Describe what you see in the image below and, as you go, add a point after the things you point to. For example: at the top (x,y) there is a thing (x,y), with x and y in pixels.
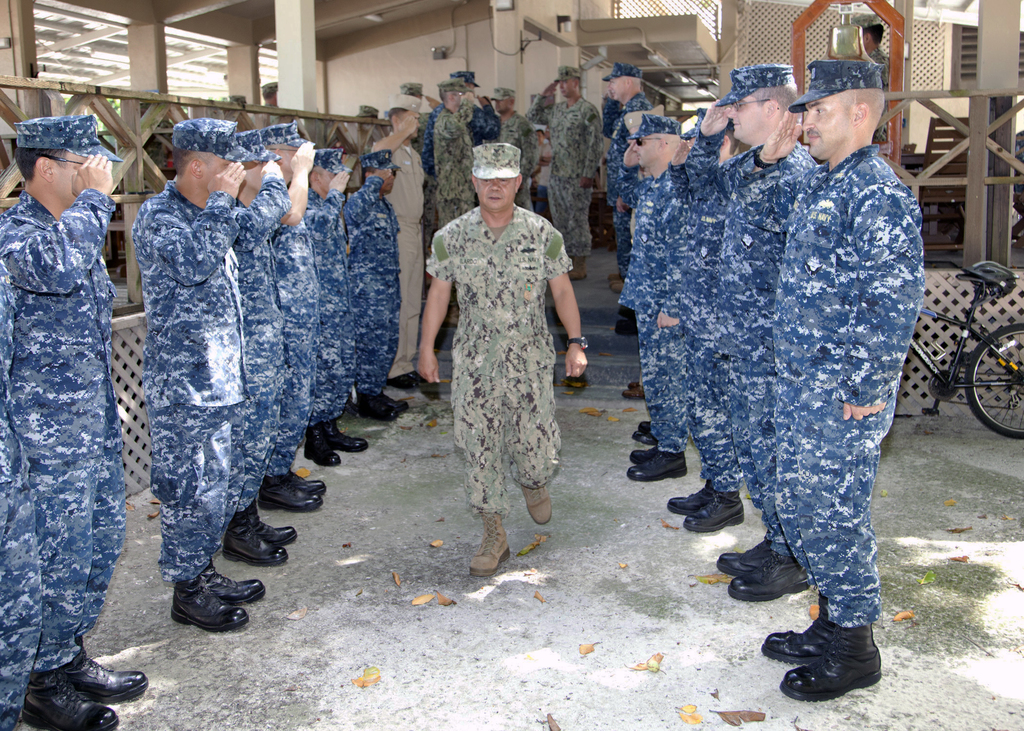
In this picture there is a military man (527,289) walking in the middle (461,387). On both the side there is a group soldier (634,305) wearing blue color dress (884,412) is saluting and honoring him. Behind there is a brown color house wall (461,51) and pillars (498,37).
